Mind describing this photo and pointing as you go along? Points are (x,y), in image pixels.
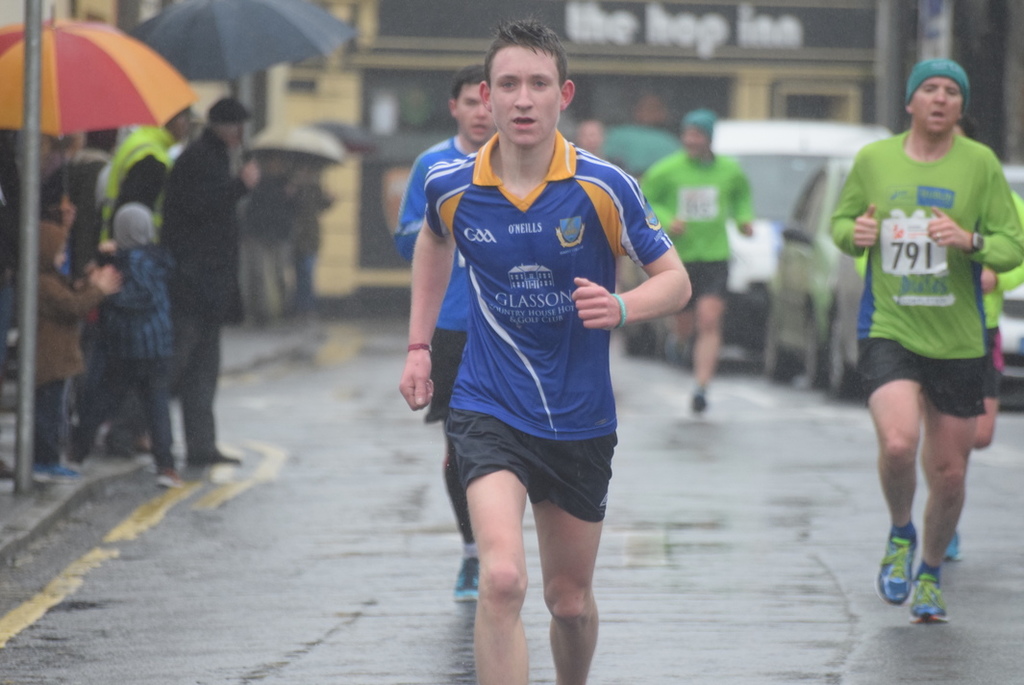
As we can see in the image there are few people (684,178), cars (768,133), buildings (744,73) and umbrellas (93,77).
